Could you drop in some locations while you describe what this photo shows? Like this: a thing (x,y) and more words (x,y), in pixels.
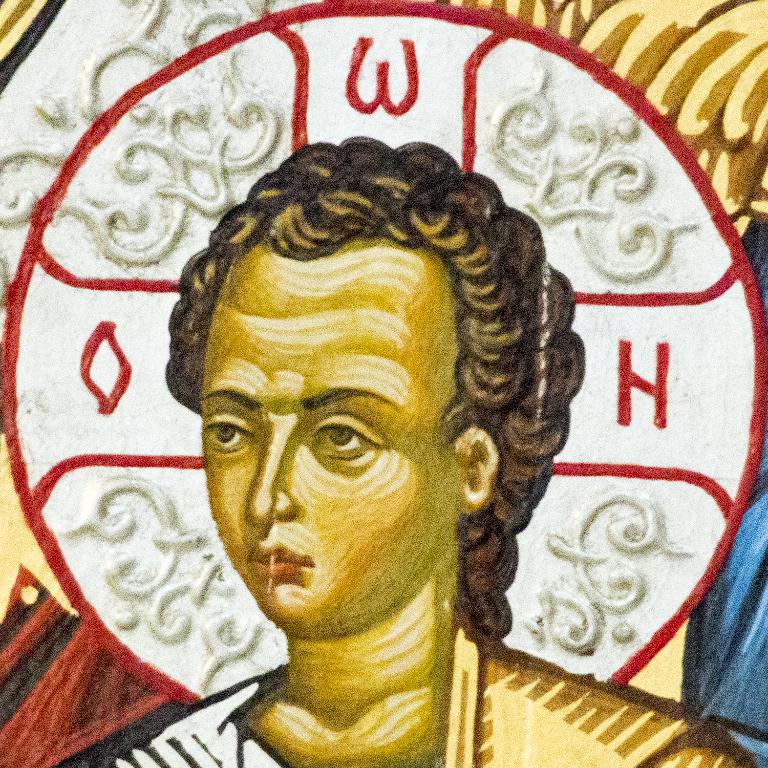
In this image we can see a painting (340,556) of a person (311,565). In the background of the person (382,552) there is some design (608,472).
